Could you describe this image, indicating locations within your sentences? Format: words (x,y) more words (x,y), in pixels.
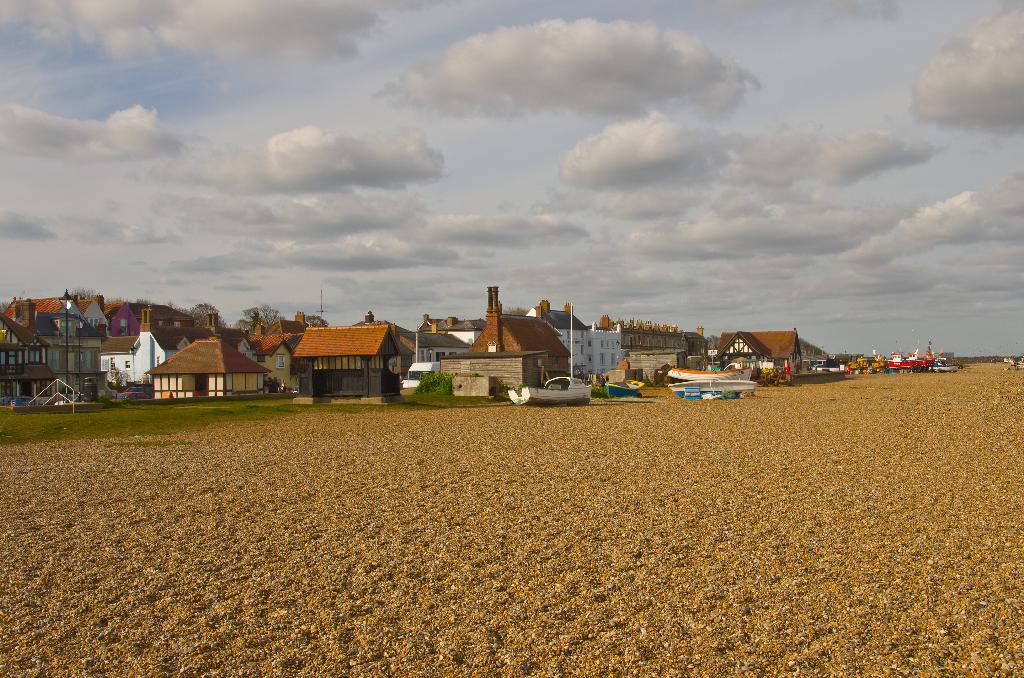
In the middle (529,331) I can see grass (184,412), houses (346,383), buildings (371,384) and boats (571,394) on the ground (665,386). At the top (338,133) I can see the sky (423,114). This image is taken may be near the sandy beach (381,489).
